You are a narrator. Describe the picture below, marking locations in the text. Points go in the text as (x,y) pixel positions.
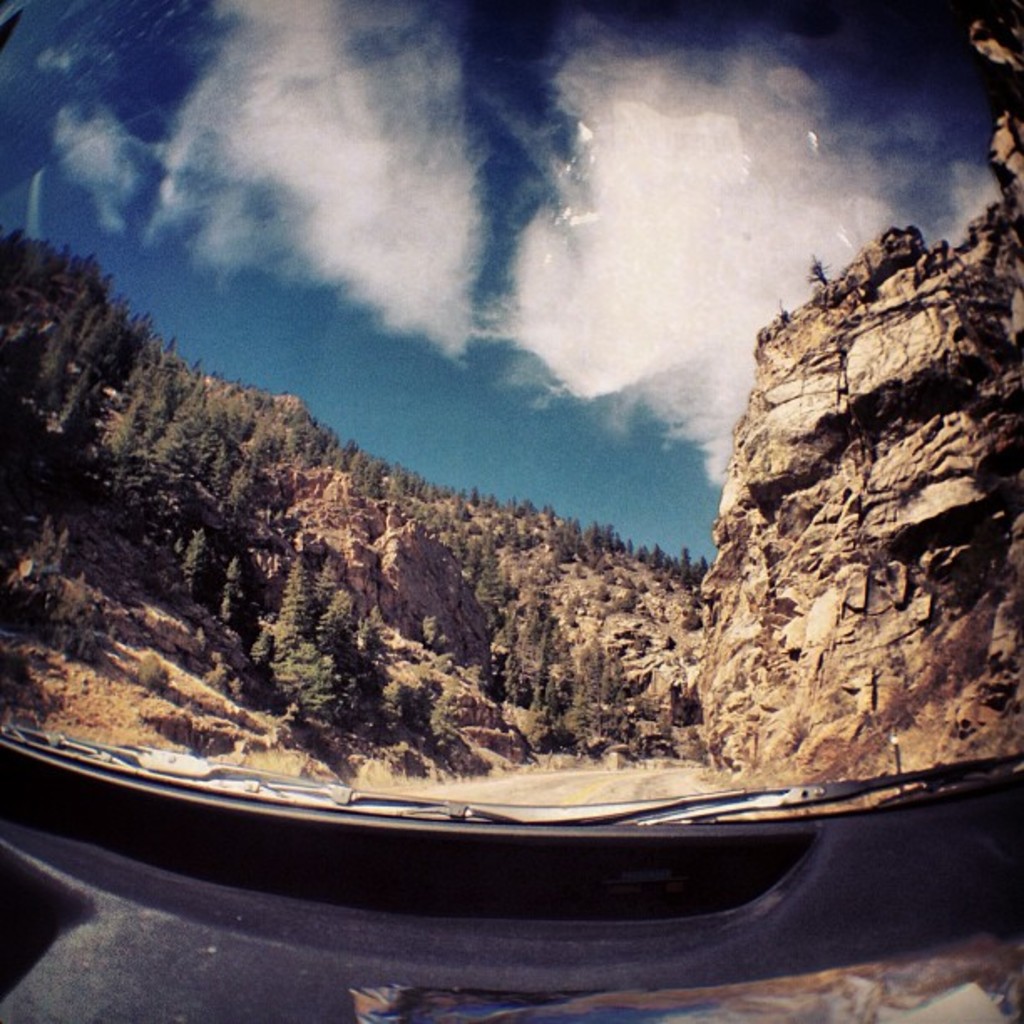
This picture might be taken from inside of the glass window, outside of the glass window (822,385), on the right side (829,353), we can see some rocks (935,625), trees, plants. On the left side (151,593), we can see some rocks (422,583), trees (290,605), plants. At the top (415,53), we can see a sky (492,254).
